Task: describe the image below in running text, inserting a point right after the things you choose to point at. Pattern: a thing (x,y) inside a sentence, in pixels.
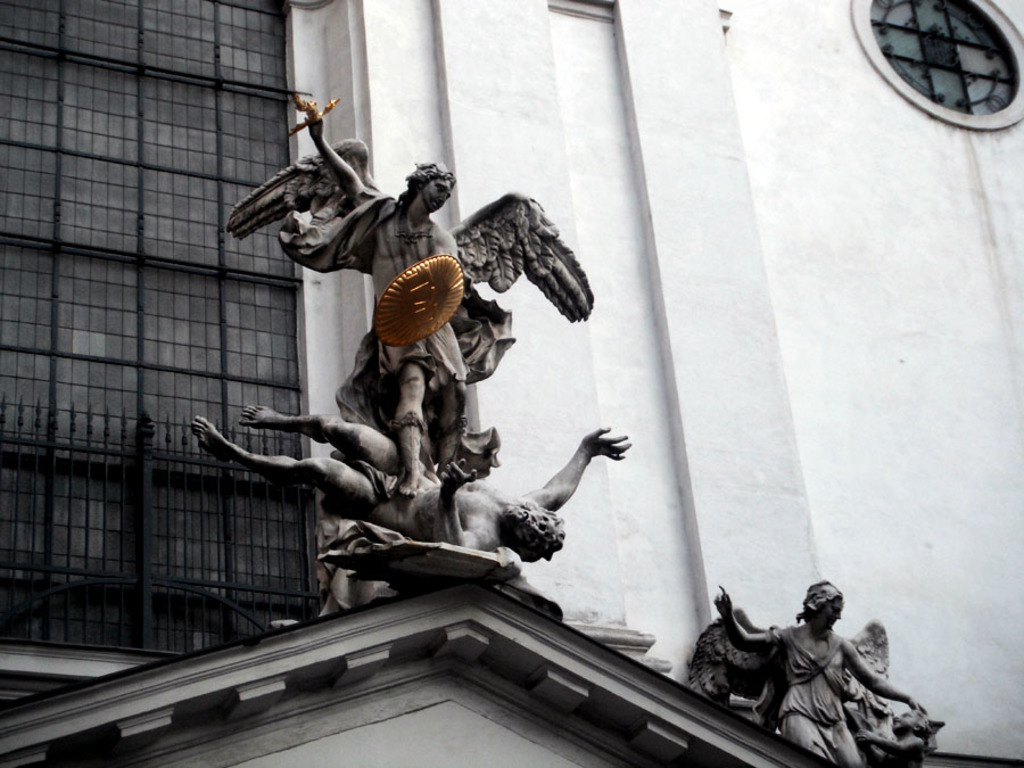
In the middle (349,482) these are the statues (419,363) of humans (434,231) behind them it's a building (714,183).
